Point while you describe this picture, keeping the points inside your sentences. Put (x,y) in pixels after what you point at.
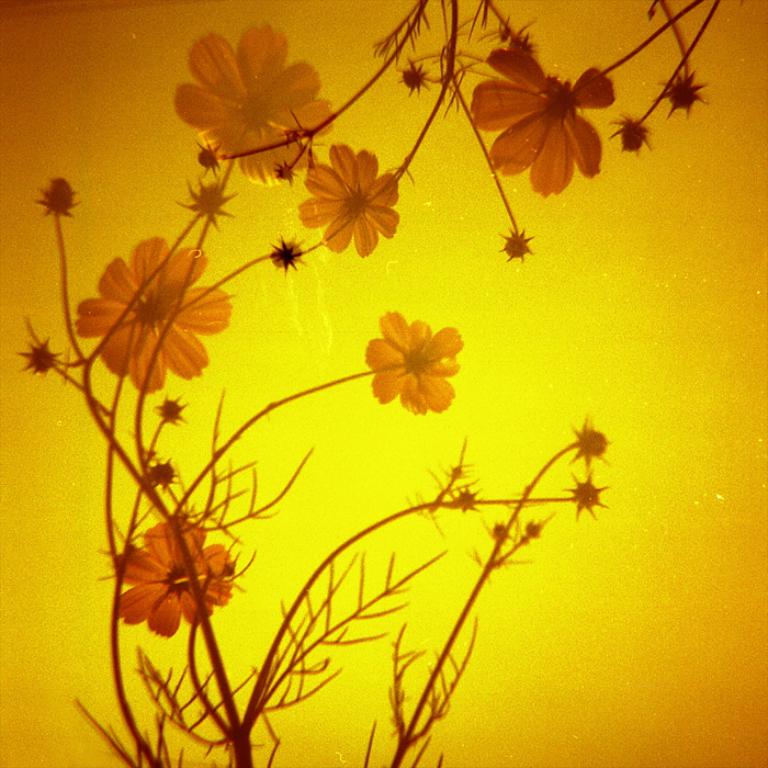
In this picture I can see flowers (373,355) to the plants (386,340).
